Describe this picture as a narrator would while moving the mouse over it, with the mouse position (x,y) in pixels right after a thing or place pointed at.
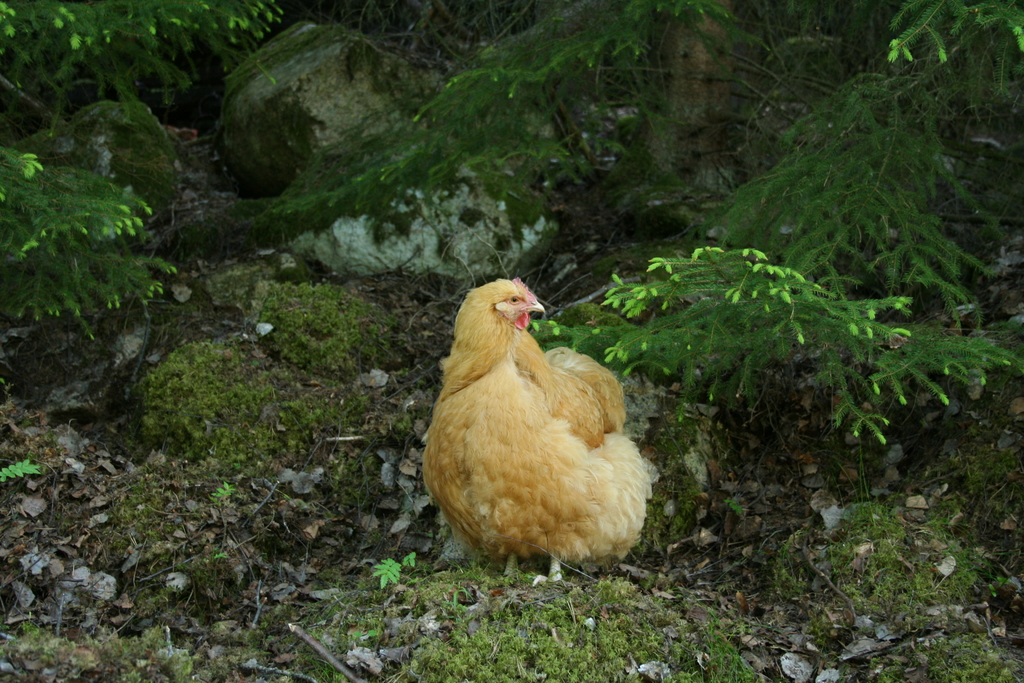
In this picture I can see a hen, rocks (427,242) and trees (693,122) in the background (778,95).
